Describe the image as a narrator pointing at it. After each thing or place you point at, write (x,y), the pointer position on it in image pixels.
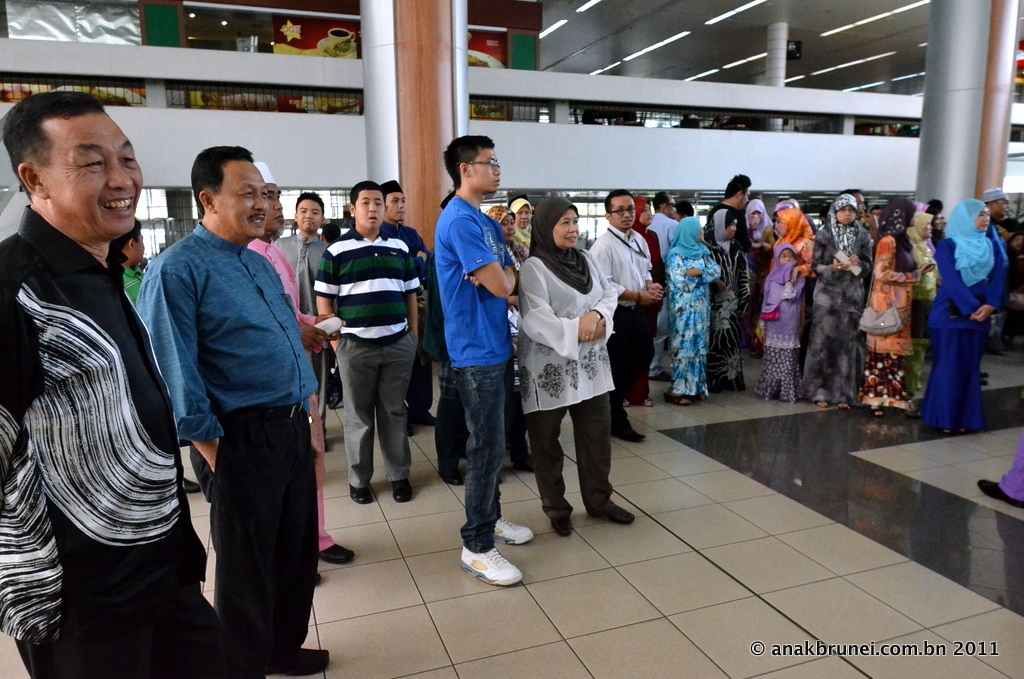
In this image I can see group of people (137,395) standing. The person (268,429) in front wearing blue shirt (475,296), black color pant (481,406). Background (921,128) I can see a board (494,59) attached to the glass wall (243,30) and I can see few pillars (375,102) in gray color.
